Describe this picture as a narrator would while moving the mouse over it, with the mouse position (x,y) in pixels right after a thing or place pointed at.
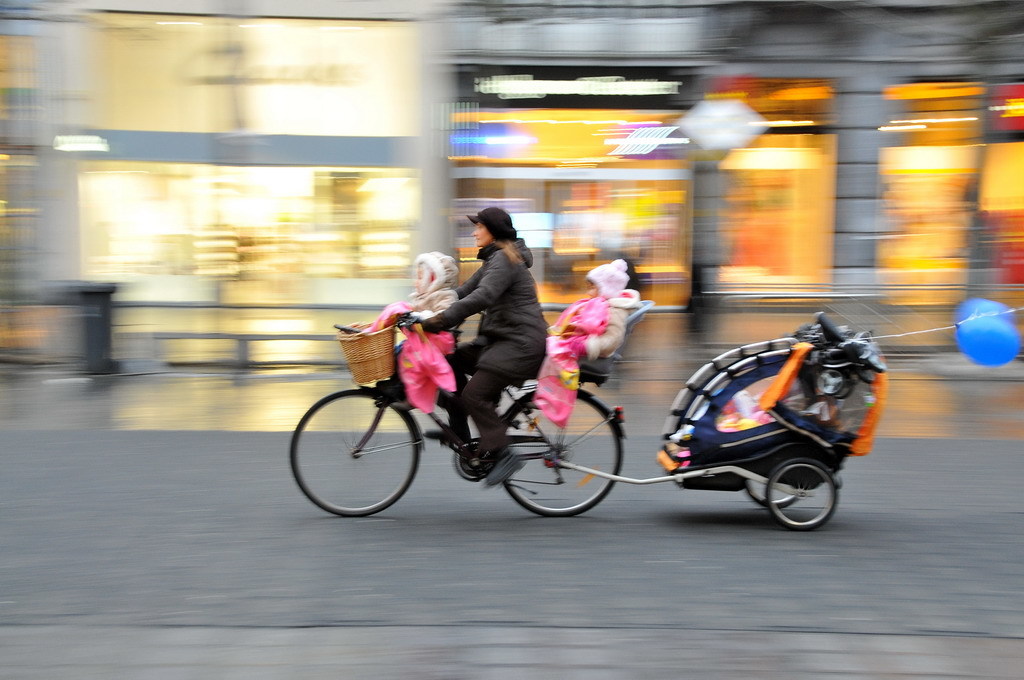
In this image I can see a woman (498,276) and two children (628,328) are on a cycle (532,397). I can also see few balloons (1003,311).
